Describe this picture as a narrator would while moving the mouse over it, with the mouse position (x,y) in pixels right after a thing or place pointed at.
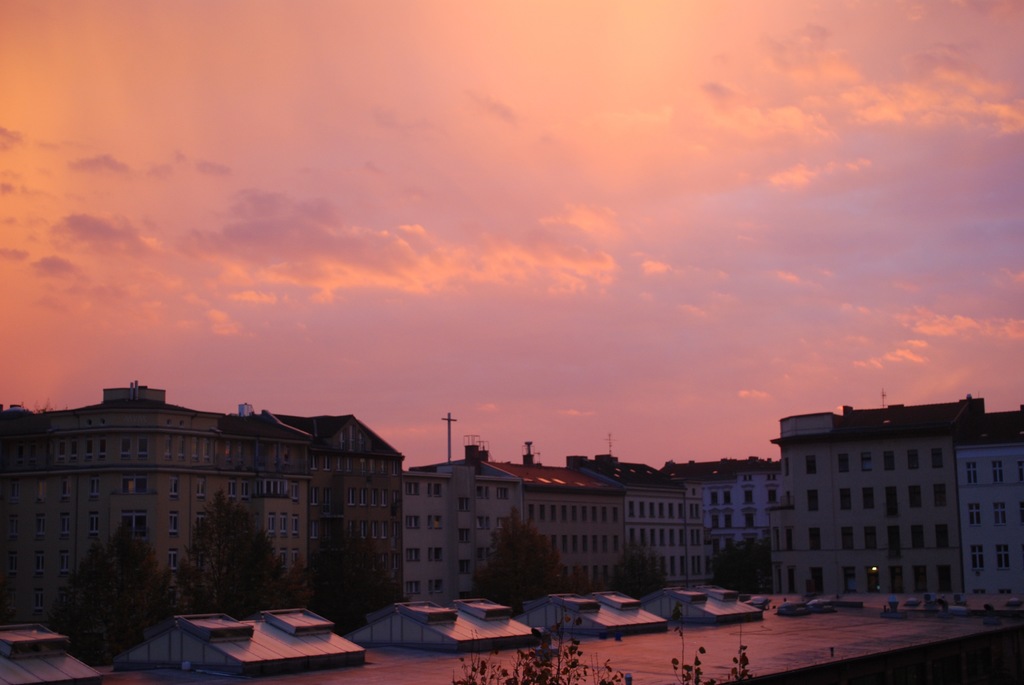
This image is clicked outside. There are buildings (636,490) in the middle (342,418). There are trees (262,602) at the bottom (688,675). There is sky (674,266) at the top (513,222).
